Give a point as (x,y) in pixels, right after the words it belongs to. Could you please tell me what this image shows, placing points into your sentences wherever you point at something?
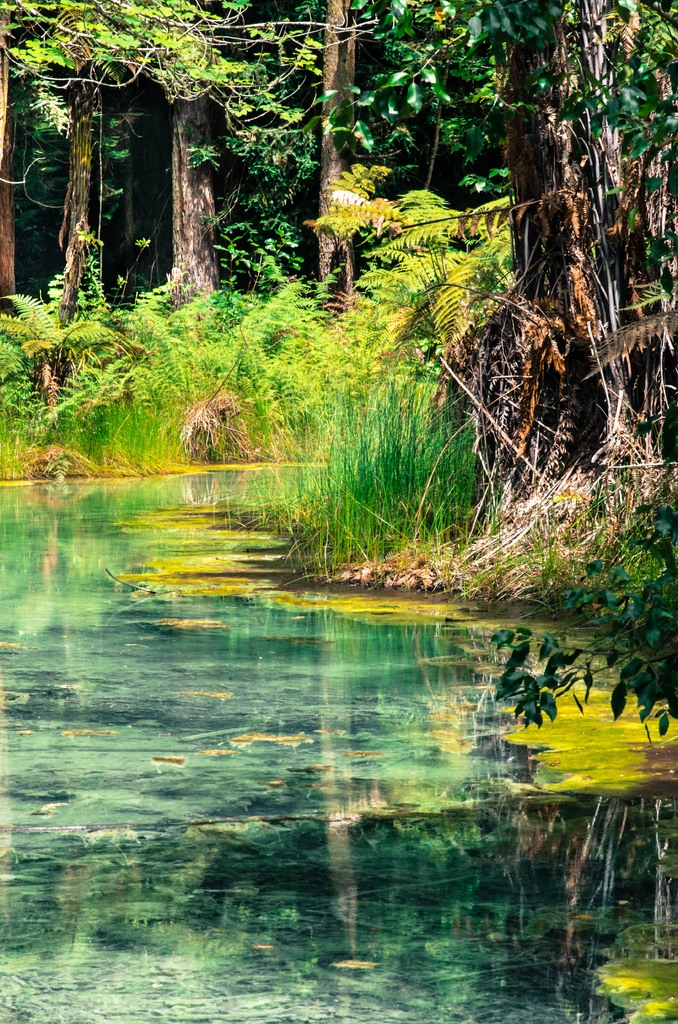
In this image we can see a lake (288,586), grass (253,461), plants (315,368) and trees (385,142).
